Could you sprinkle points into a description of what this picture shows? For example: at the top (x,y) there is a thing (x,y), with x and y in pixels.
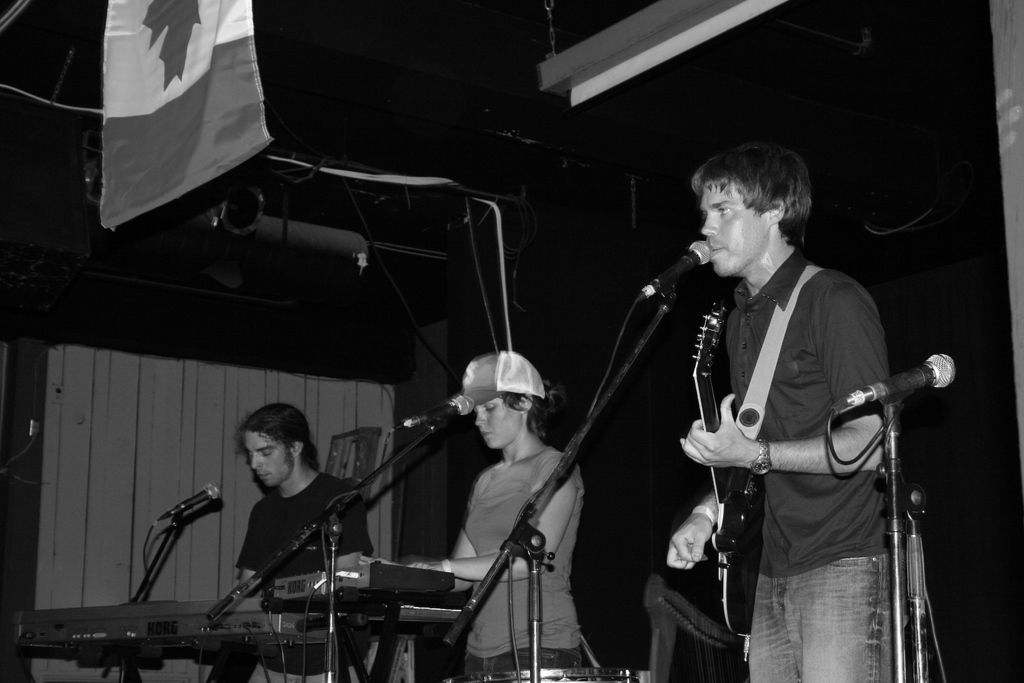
In this image I can see three people (521,380) are standing where a man (789,613) is holding a guitar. I can also see mics (918,380) in front of them. Here I can see a flag (180,118).
